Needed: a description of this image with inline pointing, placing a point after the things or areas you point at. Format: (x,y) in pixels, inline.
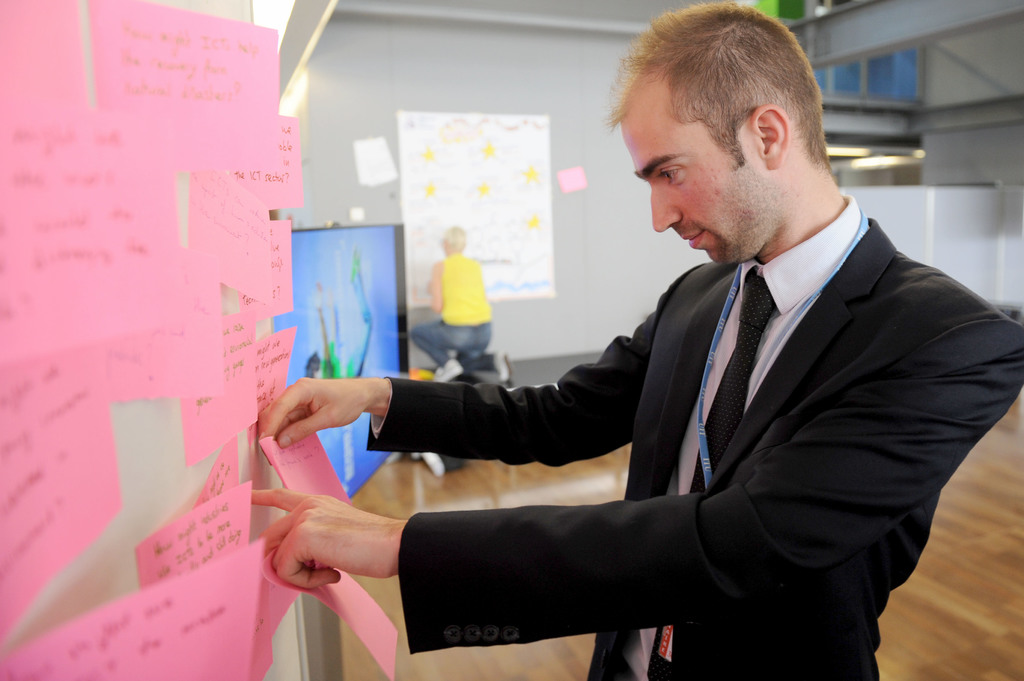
In this image I can see a person (743,206) wearing white shirt (800,277), black tie (744,379) and black blazer (897,460) is standing and holding few papers (337,587) which are pink in color in his hands (362,558). In the background (453,291) I can see a white colored board (186,466), few pink colored papers (159,269) attached to it, a banner (306,282), a person (457,363), the white colored wall (465,100) and a paper (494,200) attached to it.
